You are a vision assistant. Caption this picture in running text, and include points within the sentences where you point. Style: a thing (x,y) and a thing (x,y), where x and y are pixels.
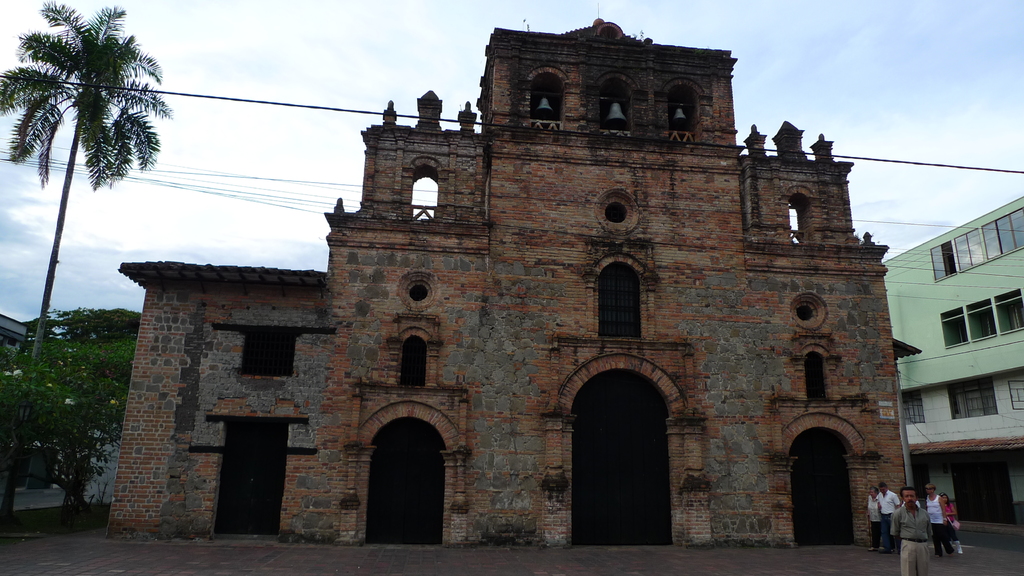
In this image there is the sky (410,57) towards the top of the image (286,25), there are buildings (659,335), there are doors (962,473), there are windows (960,404), there are trees (70,177) towards the left of the image (54,375), there is a wire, there are two men (894,502) and one woman (938,548) walking, there is a man (921,526) standing towards the bottom of the image (919,529).
